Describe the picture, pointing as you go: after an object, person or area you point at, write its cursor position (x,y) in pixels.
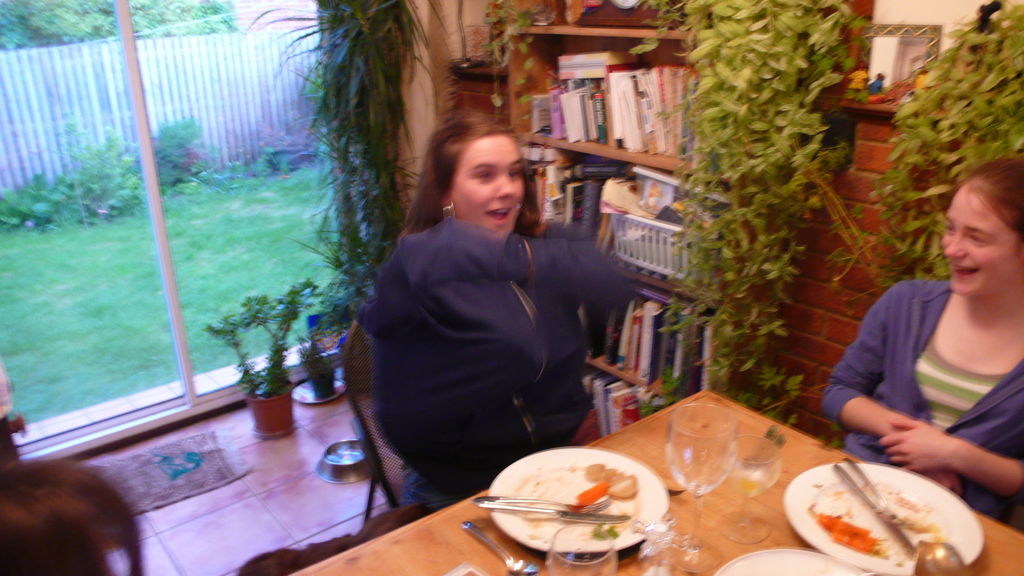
It is a room (238,573) inside the house (624,392) two women (887,390) are sitting in front of the table (488,558), there are some food items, glasses (763,448), plates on the table (719,525) behind the second woman (550,305) there is a bookshelf (541,145) on which lot of books (645,103) are there beside that there are some plants (758,250), in the background (133,216) there is a window (177,219) and grass (246,252), fence (159,64) and some trees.
